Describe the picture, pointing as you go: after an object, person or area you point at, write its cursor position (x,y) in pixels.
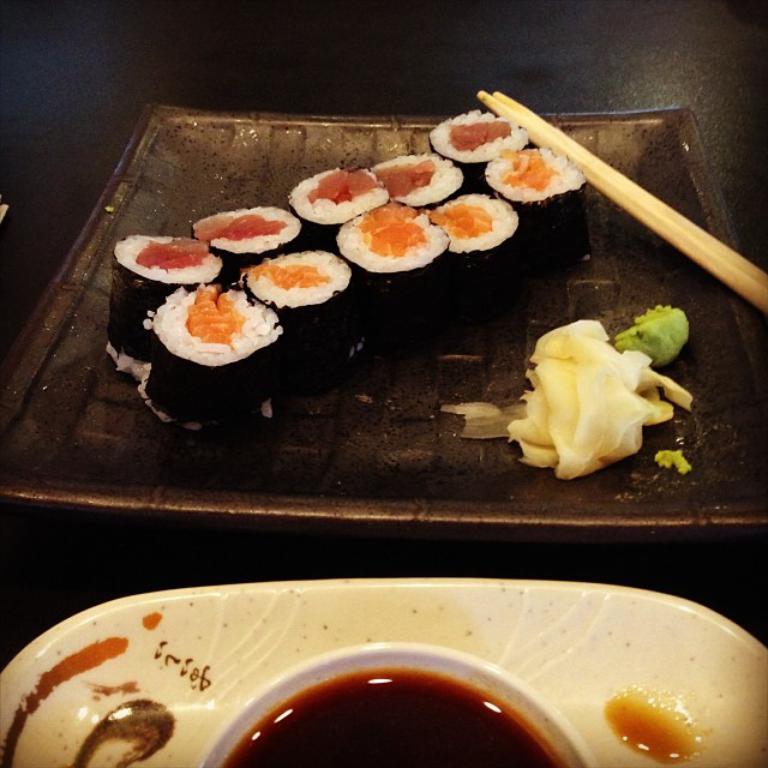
In this picture we can see a plate (151,170) where we can see food (605,371) and chopsticks (599,166). Here there is a white plate (652,664) and bowl (557,729) and there is a liquid food (510,731).
